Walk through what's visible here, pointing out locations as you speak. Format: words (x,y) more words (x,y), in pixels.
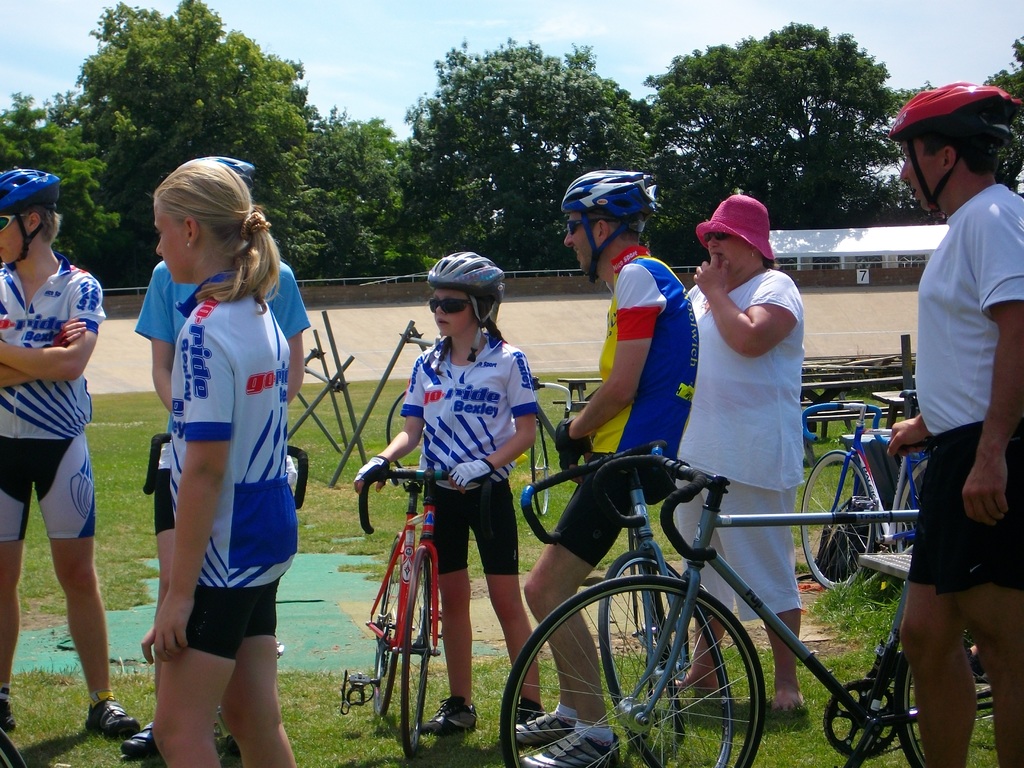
These persons (67,365) are standing, this person (618,503) sitting on the bicycle (676,497) and this person (459,399) holding bicycle (428,472). These five persons (635,347) are wear helmet (913,112). On the background (750,87) we can see trees (908,216), sky (778,5), shed (896,249). This is grass (386,494).
